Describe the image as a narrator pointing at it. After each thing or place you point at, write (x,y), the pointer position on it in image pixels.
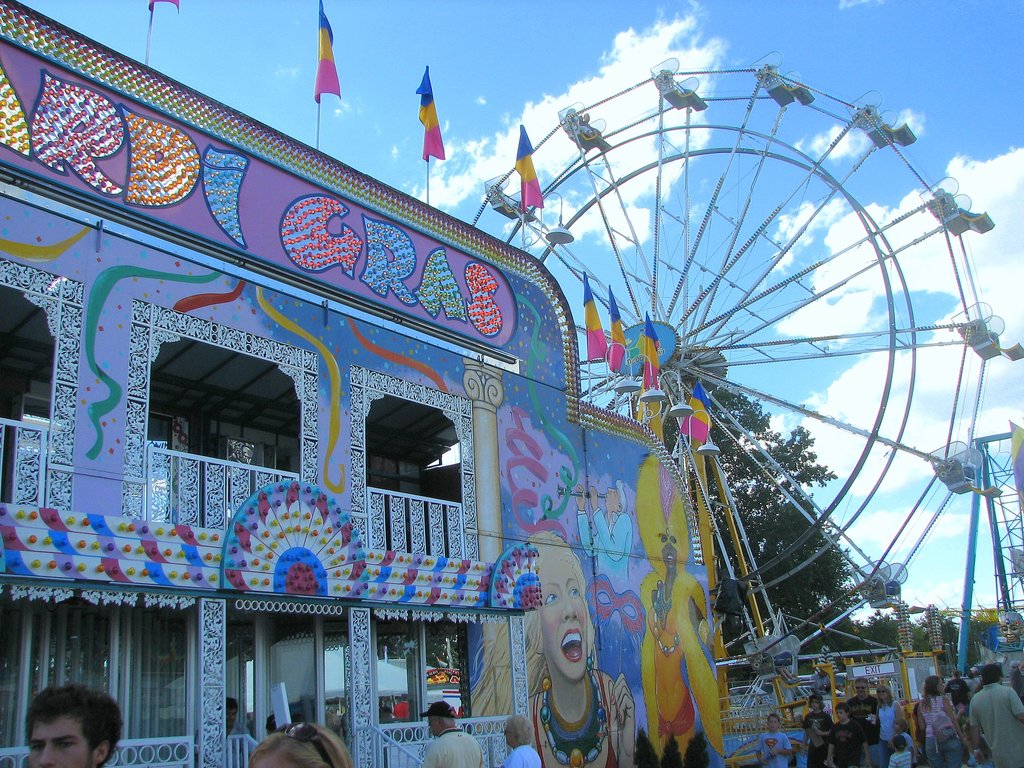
There are people (50,736) and we can see building (429,248), fences (22,751) and giant wheel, we can see painting (573,506) on the wall (449,379) and top of the building (413,546) we can see flags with sticks (525,248). In the background (556,218) we can see trees (787,522), rods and sky (396,29) with clouds (917,589).
